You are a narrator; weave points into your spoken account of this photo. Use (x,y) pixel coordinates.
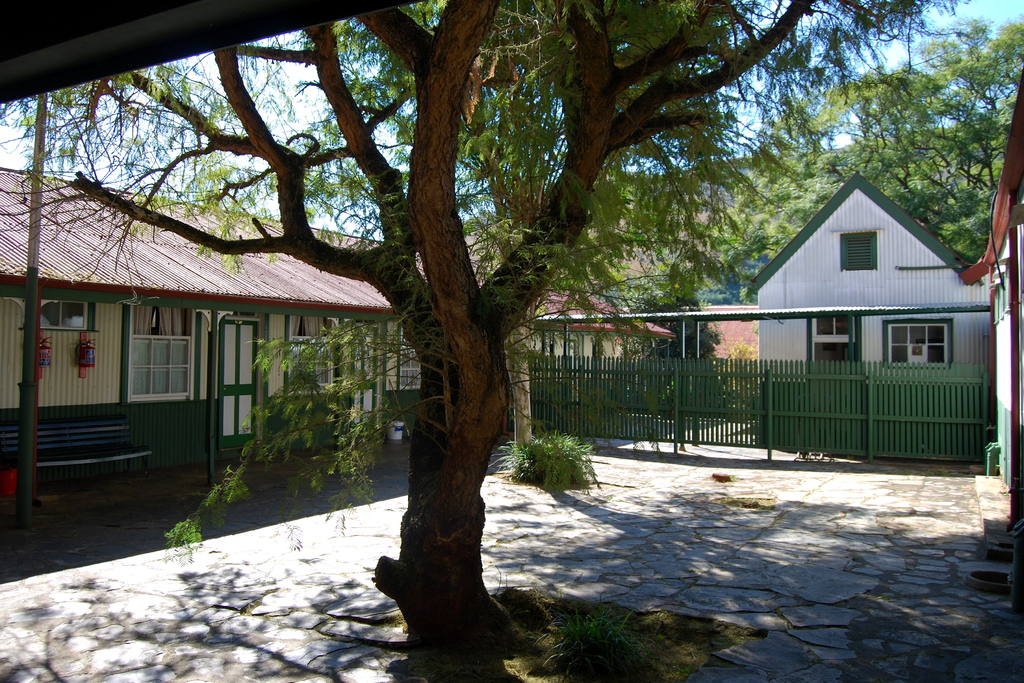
In this image I can able to see buildings (76,365), fencing (703,411), door (253,392), windows (155,364), a bench (70,429), poles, trees (534,311), plants (525,461) and in the background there is sky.
